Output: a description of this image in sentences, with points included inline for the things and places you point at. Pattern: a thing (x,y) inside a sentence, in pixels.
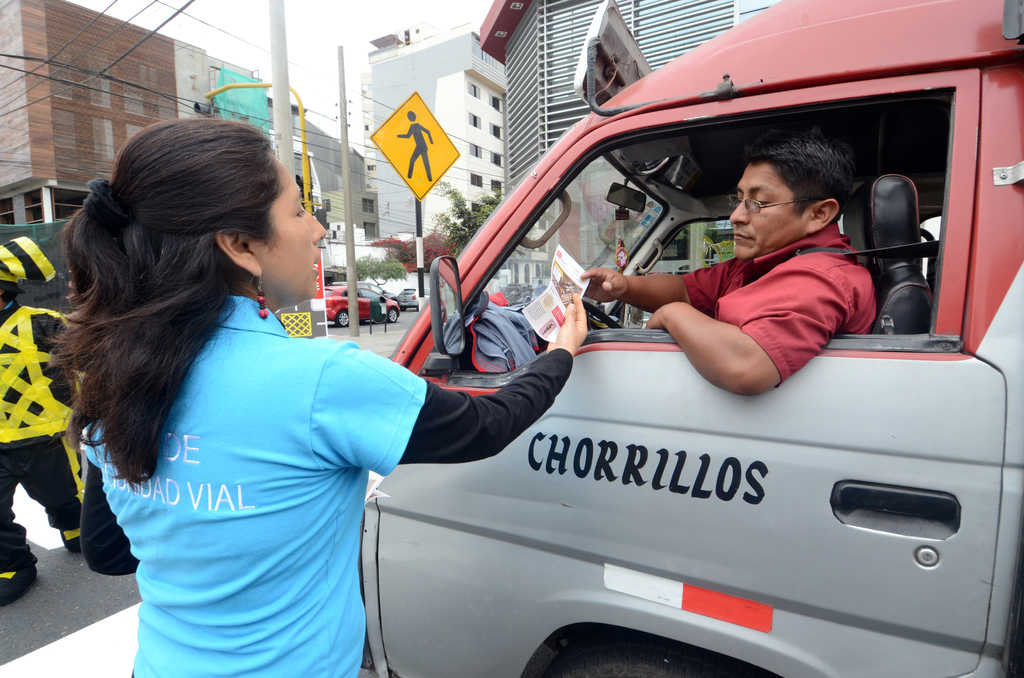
This is a picture of the outside of the city (363,328), in this picture in the foreground (689,458) there is one vehicle (872,363). In that vehicle (969,484) there is one person (788,301) who is sitting and he is holding a paper (541,313), and on the left side (228,362) there is one woman (242,341) who is standing and she is holding a paper (553,307) and talking. In the background (473,85) there are some buildings (82,102), houses (402,189), poles (301,120), wires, vehicles (366,310), boards (426,152), and at the bottom (62,633) there is a walkway (78,627).
